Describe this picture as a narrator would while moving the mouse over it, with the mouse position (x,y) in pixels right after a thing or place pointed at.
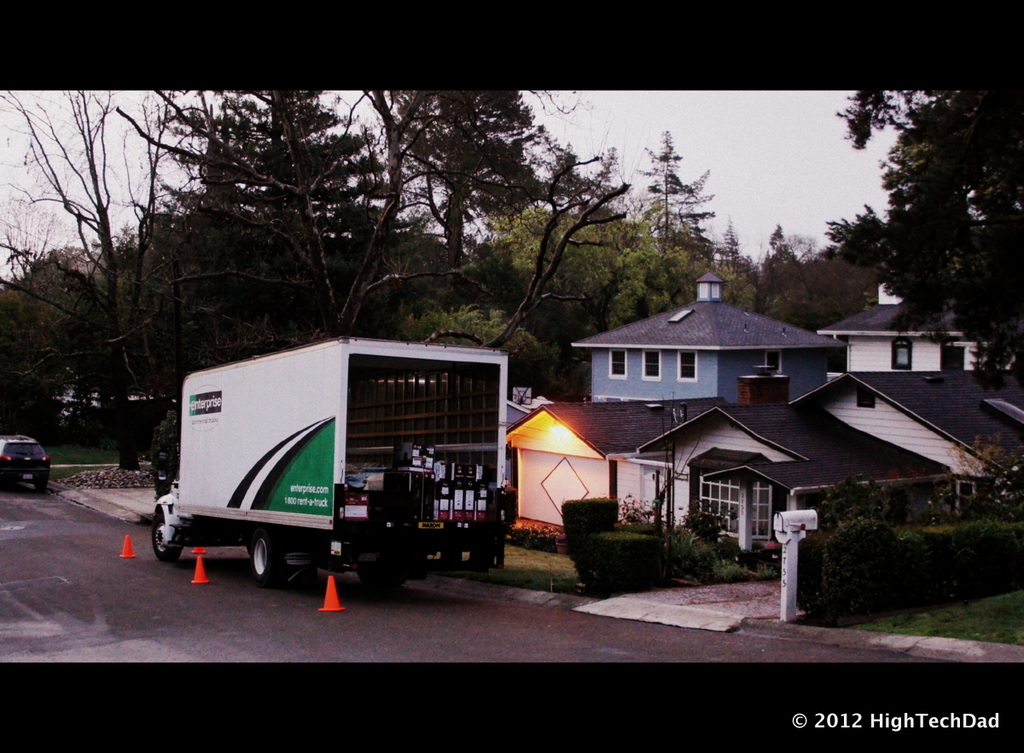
This picture shows few houses (746,455) and trees (562,273) and a cloudy sky (737,169) and we see a truck (274,503) and a car (41,470) parked and we see a mailbox (792,512) on the pole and few plants (833,527) and grass (961,614) on the ground (109,528) and we see three cones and a light (556,429) on the wall (535,442).
